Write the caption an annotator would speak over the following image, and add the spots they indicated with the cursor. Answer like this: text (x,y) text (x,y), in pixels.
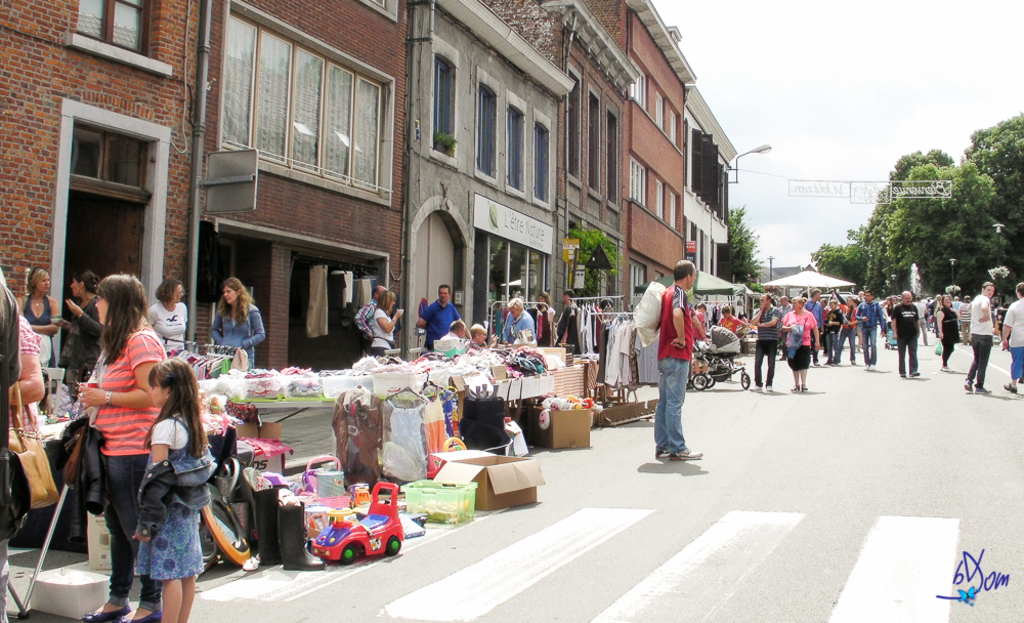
In this picture we can see the buildings (583,143), windows (517,289), light (738,160), poles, wall (395,243), doors (432,293), plants (588,244), tables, tents (734,290), clothes (632,351), trolley (717,359), boxes (546,445), containers (469,489), shoes (296,536), toys (356,505). On the tables (467,375) we can see some objects (496,366). In the background of the image (1015,347) we can see the trees (821,260), poles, a group of people (981,350), boards (245,192). At the top of the image (872,50) we can see the sky (856,38). At the bottom of the image (705,522) we can see the road (737,468). In the bottom right corner (964,590) we can see the text (951,584).
